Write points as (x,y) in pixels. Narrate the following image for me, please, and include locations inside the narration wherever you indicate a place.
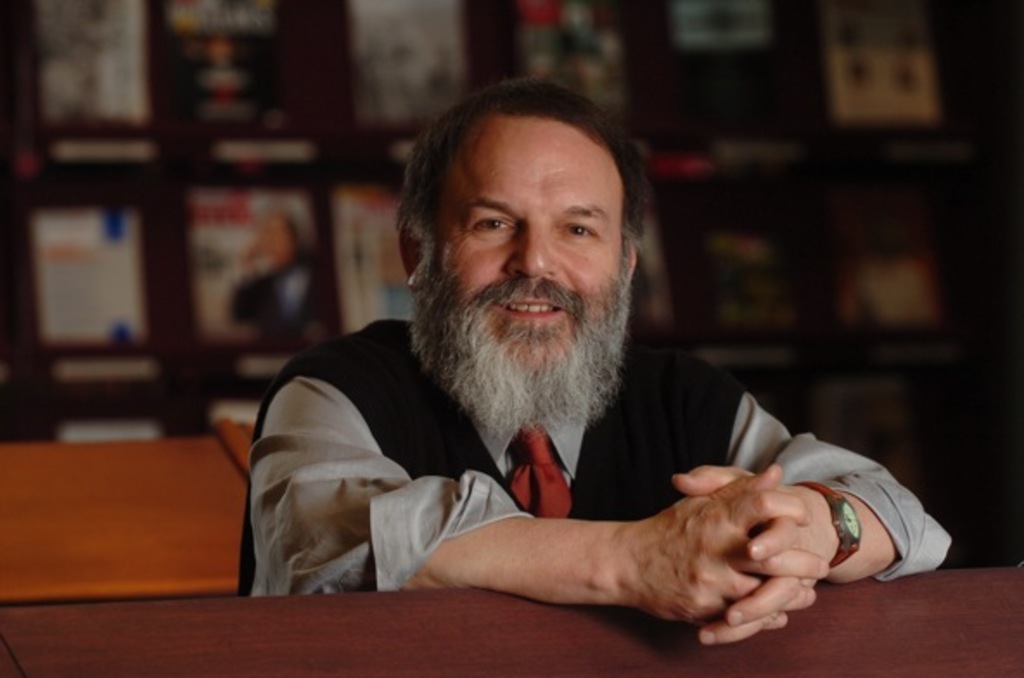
In this picture there is a person (578,364) having beard (510,356) placed his hands (743,604) on the table (616,617) in front of him and there is a bookshelf (291,68) behind him.
